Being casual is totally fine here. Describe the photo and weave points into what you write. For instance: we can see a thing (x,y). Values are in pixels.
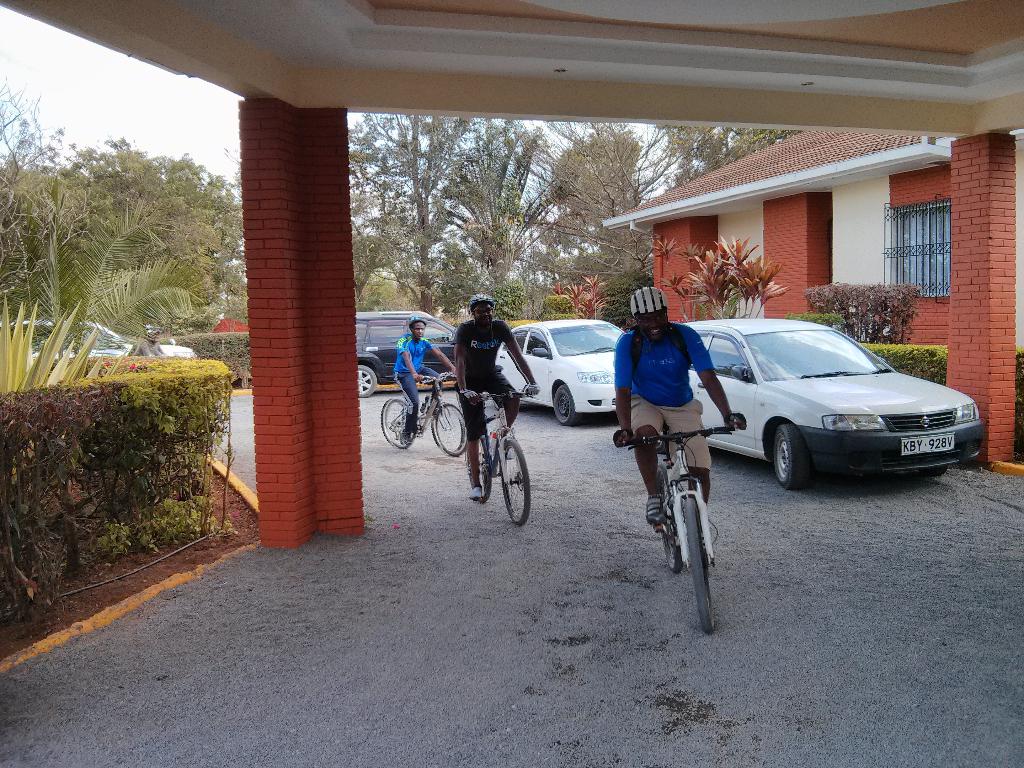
This image is taken outdoors. At the bottom of the image (507,634) there is a road (316,640). On the left side of the image (132,415) there are a few plants (91,380) and trees (103,313) and a car (118,336) is parked on the road (435,456). On the right side of the image (916,160) there is a house (766,159) with walls (938,309). At the top of the image (486,46) there is a roof (600,49). In the background (519,252) there are many trees (524,282) and plants (676,282). Three cars (574,344) are parked on the road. In the middle of the image (487,340) three people (410,385) are riding on the bicycles (426,396) and there is a pillar (319,281).
